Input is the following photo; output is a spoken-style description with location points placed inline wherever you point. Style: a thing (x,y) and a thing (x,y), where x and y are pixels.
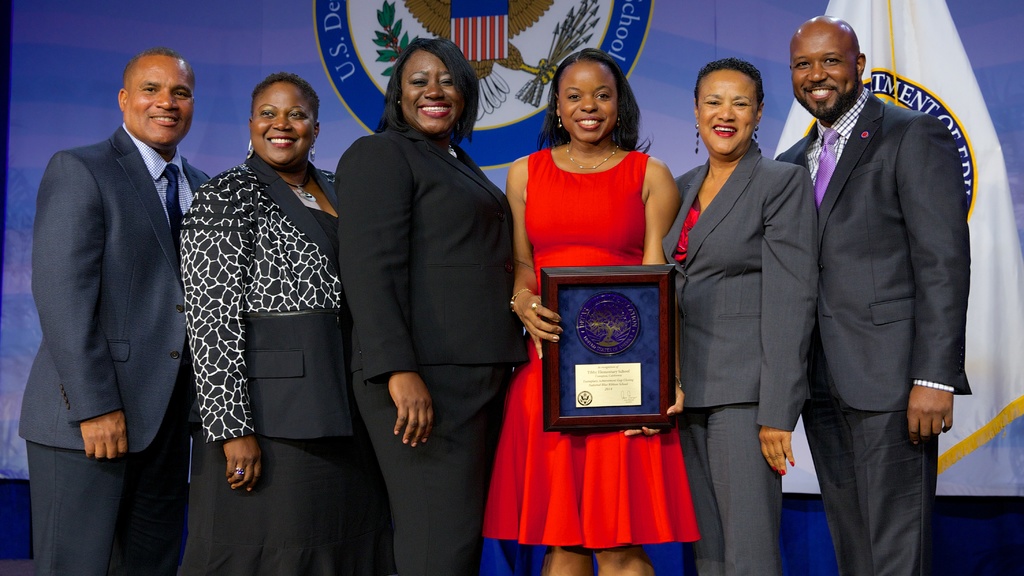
In the middle of the image (358,349) few people (587,56) are standing and smiling and she is holding a frame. Behind them there is a flag (923,31) and banner (45,77).
